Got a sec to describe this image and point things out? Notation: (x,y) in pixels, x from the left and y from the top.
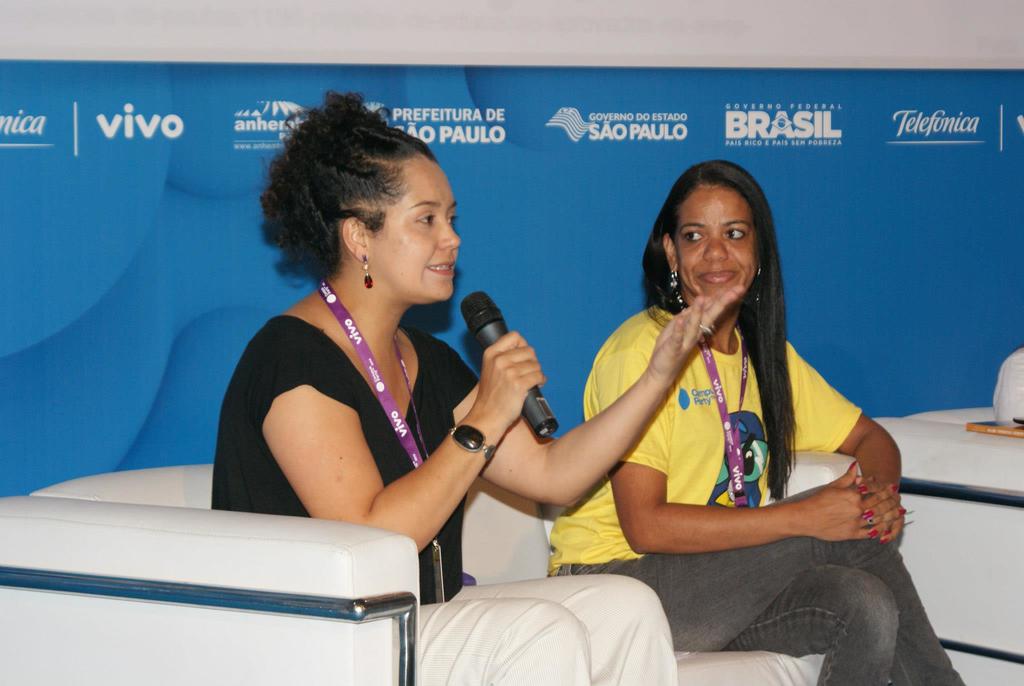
In the picture I can see two women (301,511) sitting on the sofa (240,603) and I can see one of them speaking on a microphone (485,299). I can see the tag (399,428) on their neck (341,286). In the background (511,297), I can see the hoarding (610,96).
